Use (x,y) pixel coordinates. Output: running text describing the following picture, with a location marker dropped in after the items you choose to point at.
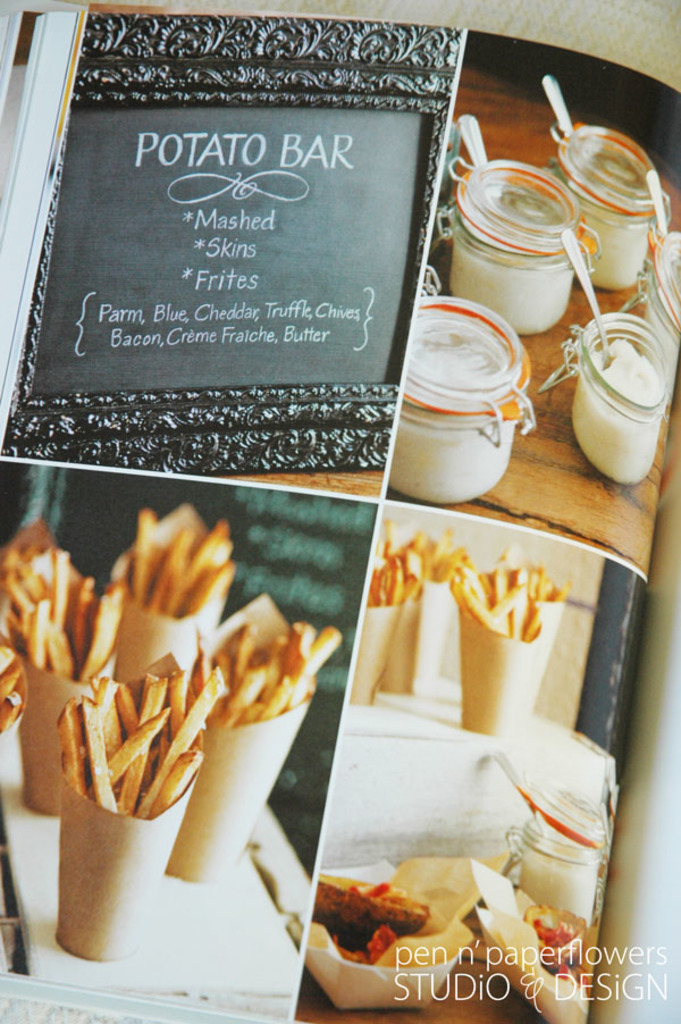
In this picture we can see a poster (336,693), here we can see food items (308,677), bowls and some objects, in the bottom right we can see some text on it.
